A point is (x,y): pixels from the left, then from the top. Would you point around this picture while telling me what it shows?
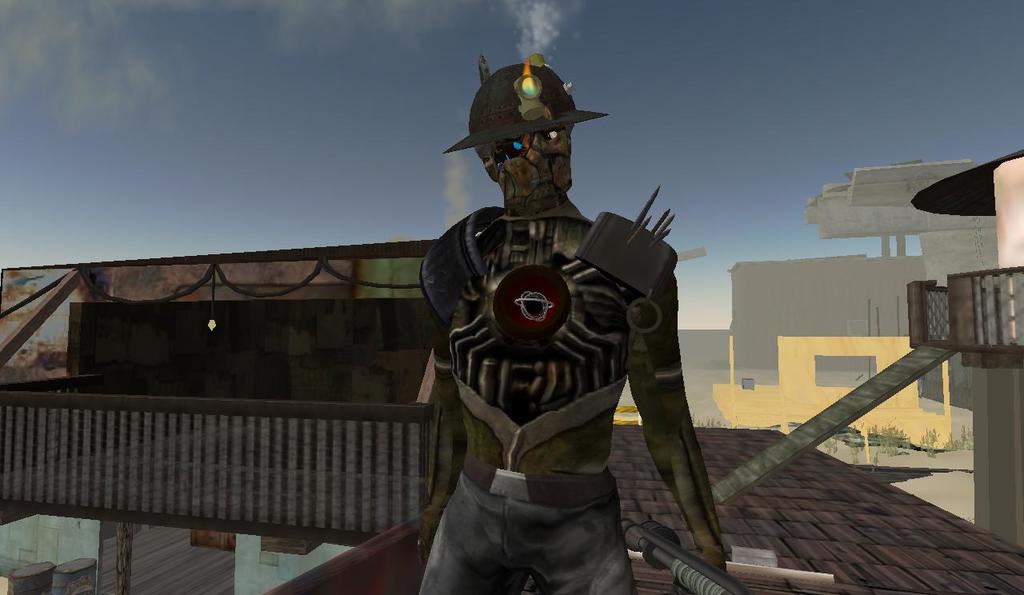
This is an animated image. In this image, in the middle (563,372), we can see a man (535,444) holding weapons (671,549) in his hand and he is also wearing a black color helmet (556,115). On the right side (996,313), we can see a house (761,488) and a wood bridge (871,402), we can also see some buildings (869,297) on the right side (765,390). On the left side (264,509), we can see buildings (312,300). On the top (312,118) there is a sky (370,101), at the bottom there is a land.
